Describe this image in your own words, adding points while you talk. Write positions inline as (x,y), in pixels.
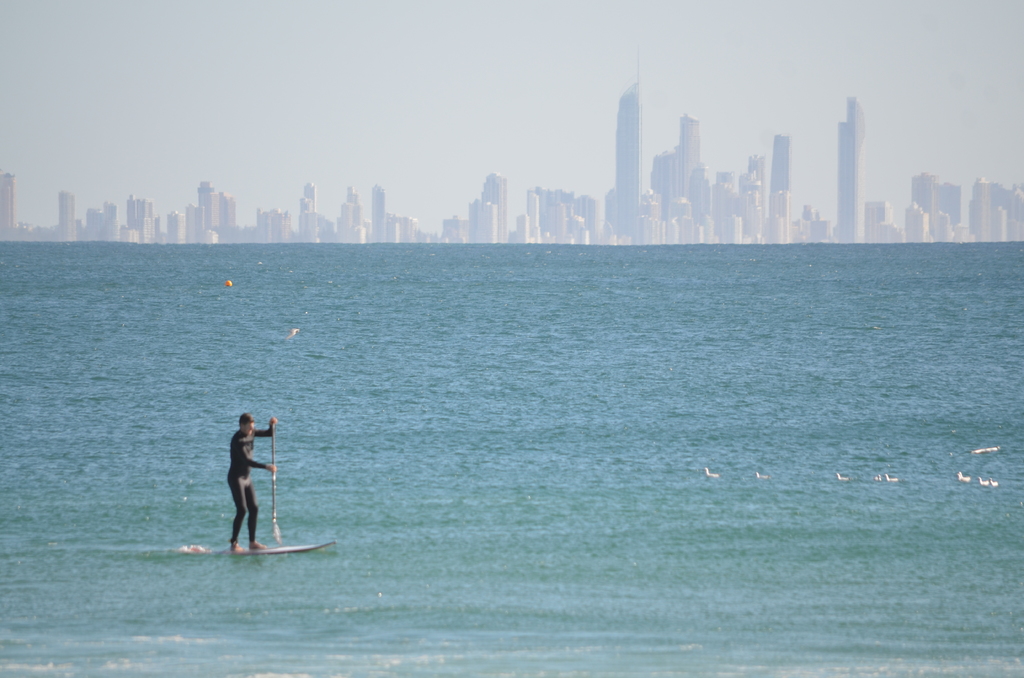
In this image we can see a person (247,504) surfing on the water (293,512). On the right side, we can see few birds (981,483) on the water (908,484). Behind the water (399,272) we can see a group of buildings (915,208). At the top (358,102) we can see the sky (344,100).
